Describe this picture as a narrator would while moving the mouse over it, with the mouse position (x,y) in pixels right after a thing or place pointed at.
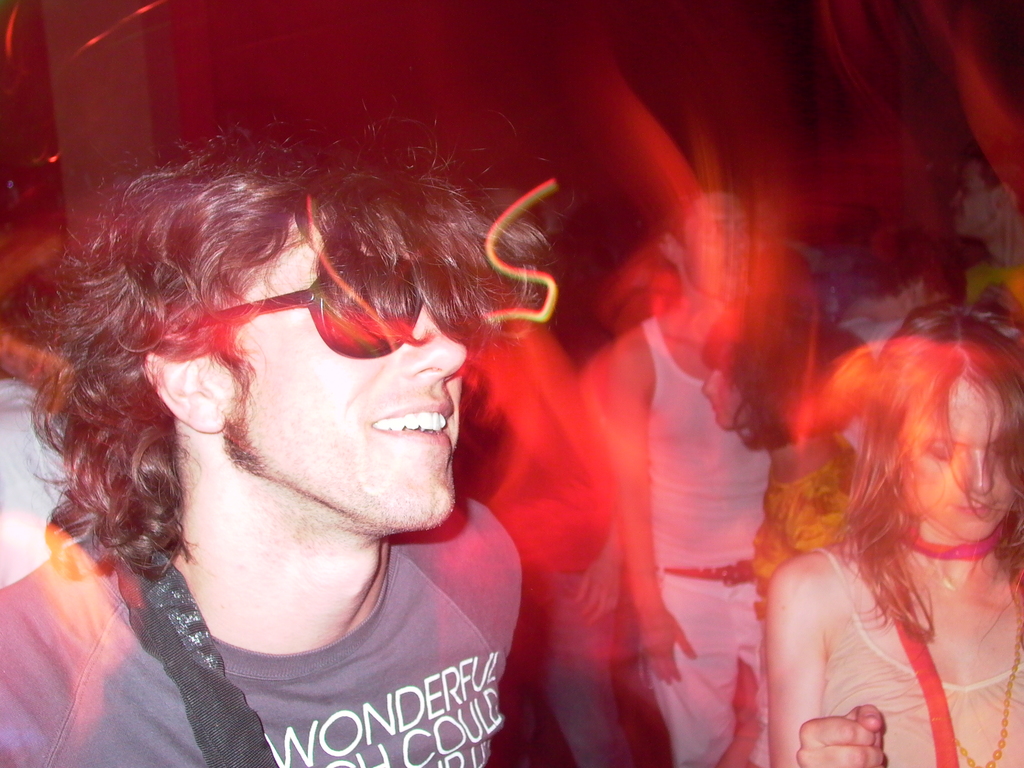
In this image we can see there are few people (518,362).
